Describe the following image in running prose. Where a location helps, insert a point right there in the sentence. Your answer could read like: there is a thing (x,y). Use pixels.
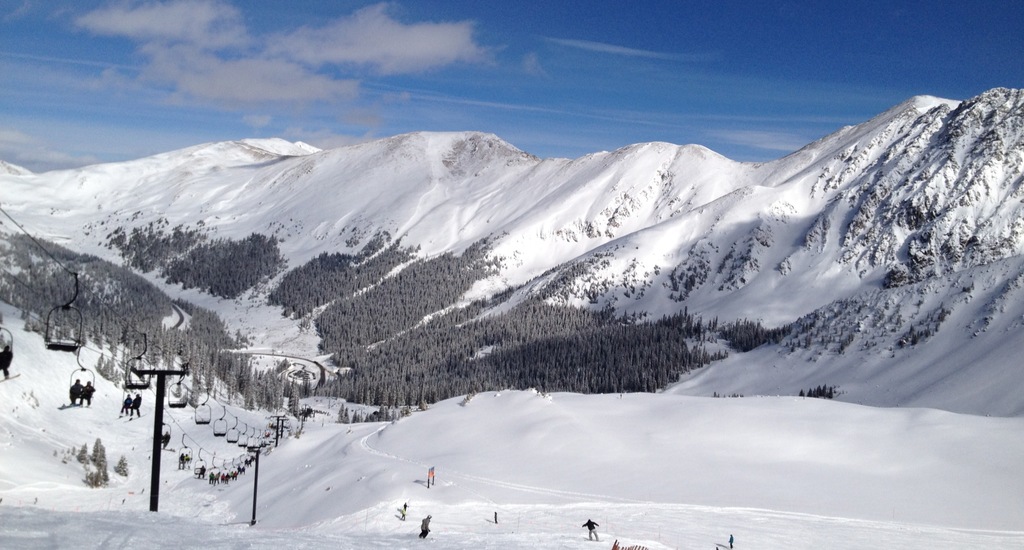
In the foreground of the picture (458,497) there are people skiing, snow (164,462), cable cars (199,416) and poles (254,482). In the center of the picture (517,326) there are trees (618,359) and mountains (557,172) covered with snow (289,172). Sky (292,45) is partially cloudy.
